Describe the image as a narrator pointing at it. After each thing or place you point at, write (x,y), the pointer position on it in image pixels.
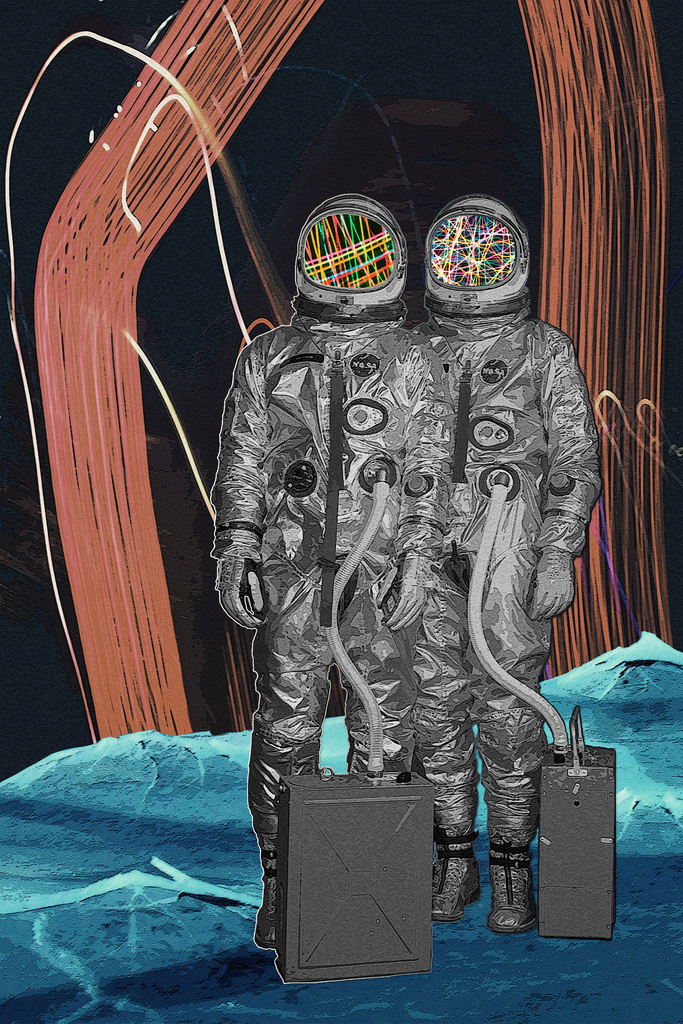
This picture consists of an edit image, in the image I can see two persons (340,557) wearing a silver color dress (563,522) and beside them I can see two boxes (383,829) kept on the floor (593,989).
